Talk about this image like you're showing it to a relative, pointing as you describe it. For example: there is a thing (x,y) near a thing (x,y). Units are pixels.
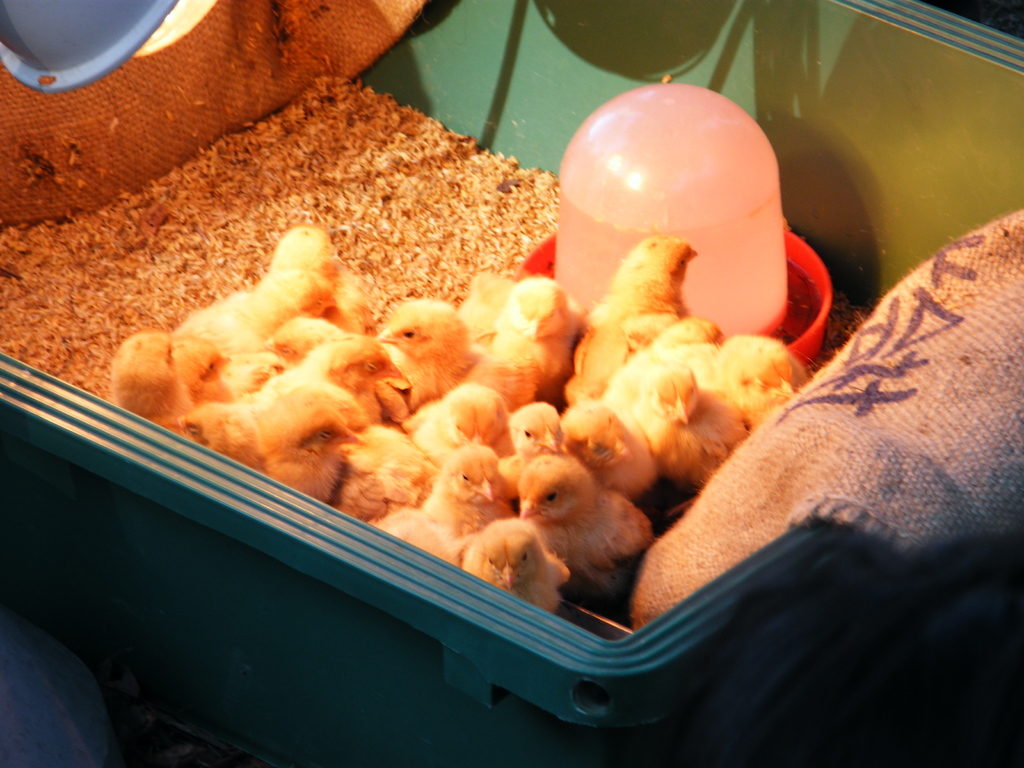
In this picture I can observe some chicks (343,319) in the box (49,405). There is some water (633,227) placed in the bowl (796,243). I can observe some bedding (136,227) placed on the left side (121,233). The box (289,679) is in green color.
